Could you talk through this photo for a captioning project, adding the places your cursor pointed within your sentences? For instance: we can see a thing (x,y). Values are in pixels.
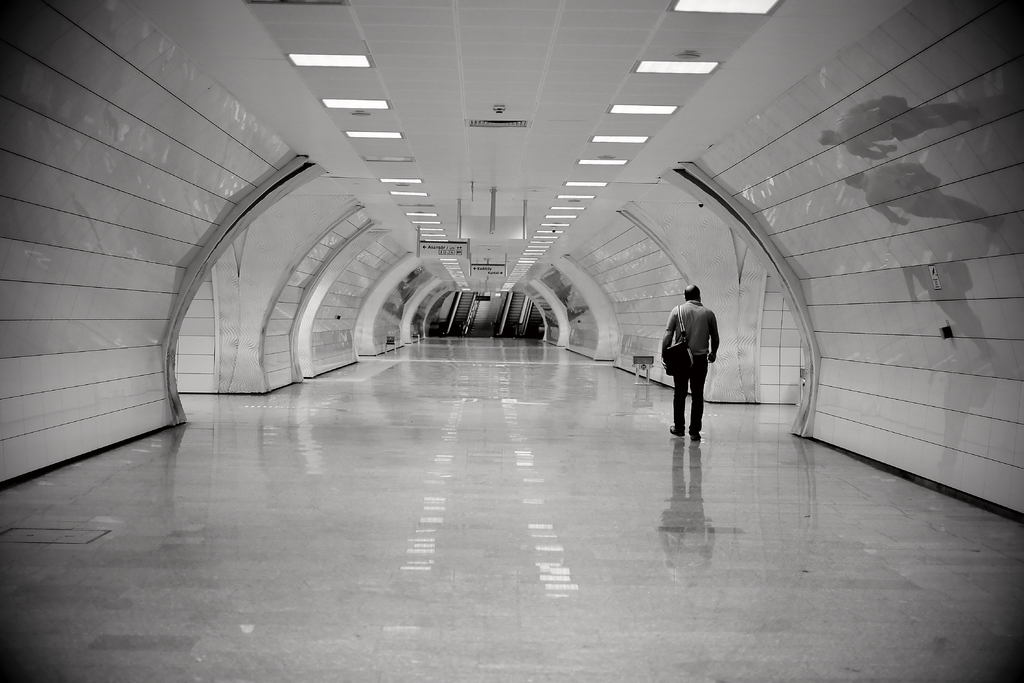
In this picture we can see the ceiling (537,212), lights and objects (524,220). We can see a man (686,313) carrying a bag (676,348). On the right side of the picture (932,262) we can see the reflection (860,107). At the bottom portion of the picture (188,472) we can see the floor (37,528).
